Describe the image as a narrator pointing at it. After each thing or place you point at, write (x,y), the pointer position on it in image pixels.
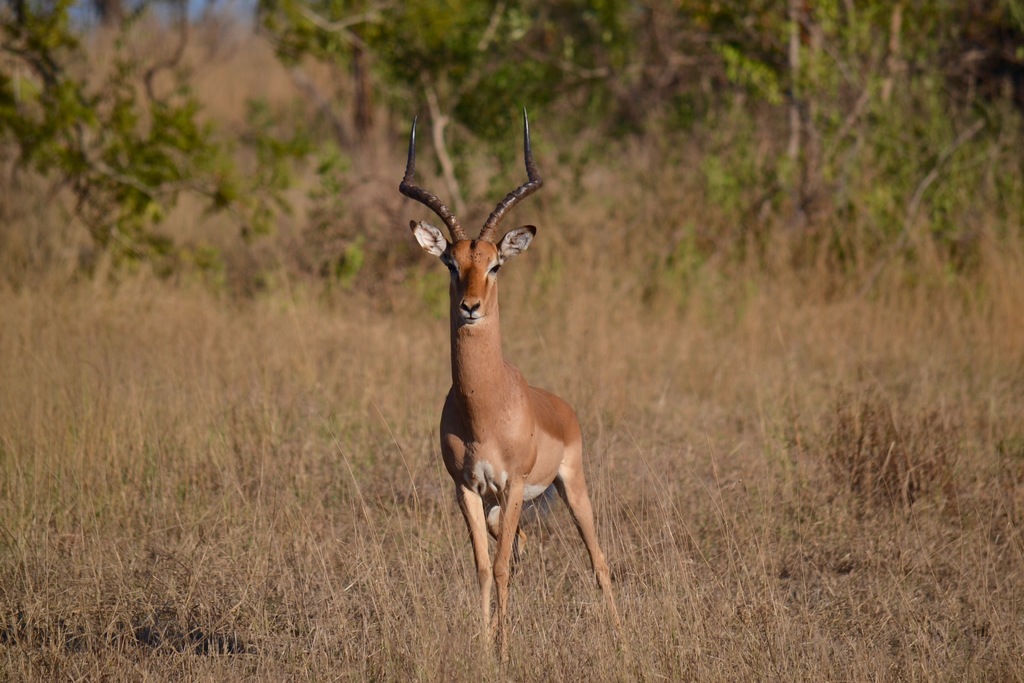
In this image there is a deer (544,474) standing on the grassland (290,440). Background (143,199) there are trees (338,193).
